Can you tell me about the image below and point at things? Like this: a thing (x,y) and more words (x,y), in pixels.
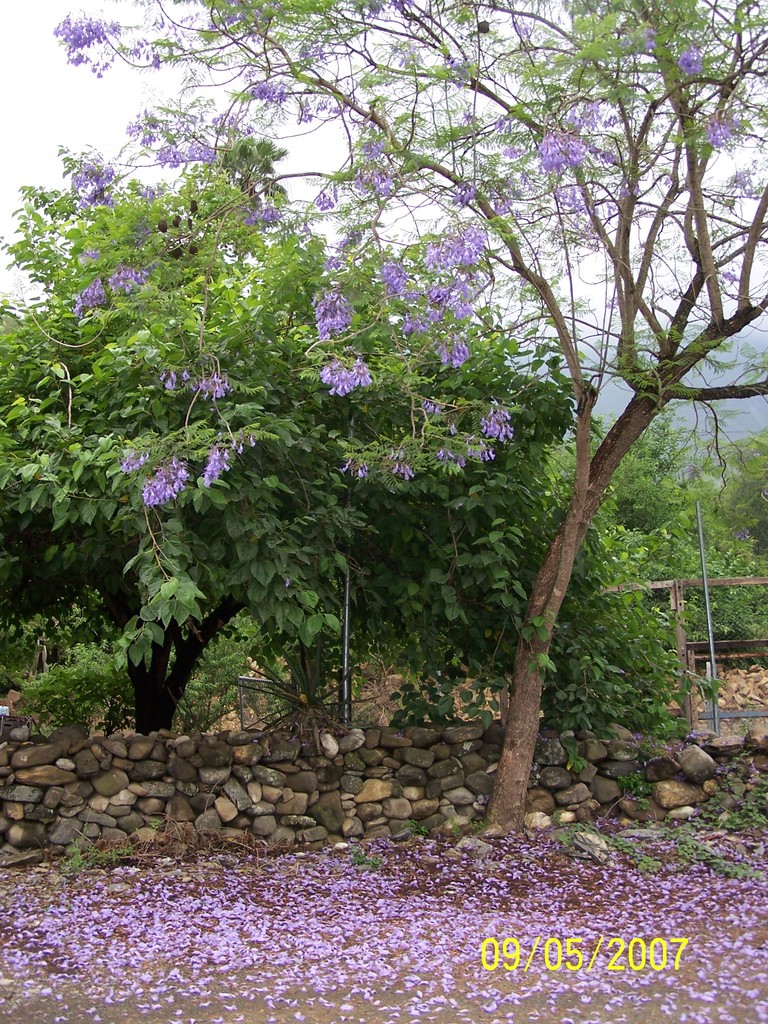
This image is clicked on the road (186,948). There are flowers (303,913) on the road (452,913). Beside the road (345,849) there is a wall (289,785) of stones (550,790). In the background (382,582) there are trees (414,315) and poles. At the top (95,122) there is the sky (98,108). In the bottom right (518,954) there are numbers (578,954) on the image.
